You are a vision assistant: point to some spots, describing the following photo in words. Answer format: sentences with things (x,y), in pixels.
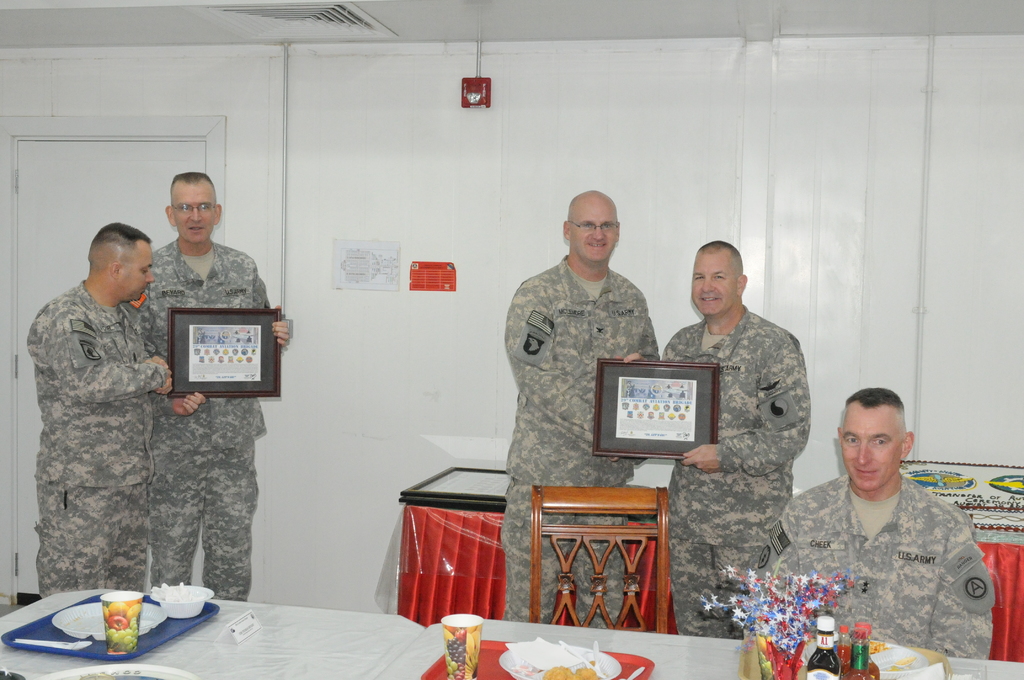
In this picture we can see four persons (733,400) standing and a man (862,563) sitting in front of a table (731,671), these four men (786,383) are holding two frames (621,413), we can see trays (152,633) and a plate (162,672) present on these tables (343,658), there are glasses (123,606) and plates (165,615) in these trays (507,676), in the background (513,190) there is a wall (542,163), we can see a door (45,191) on the left side (57,185), there is a chair (597,587) in the middle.
